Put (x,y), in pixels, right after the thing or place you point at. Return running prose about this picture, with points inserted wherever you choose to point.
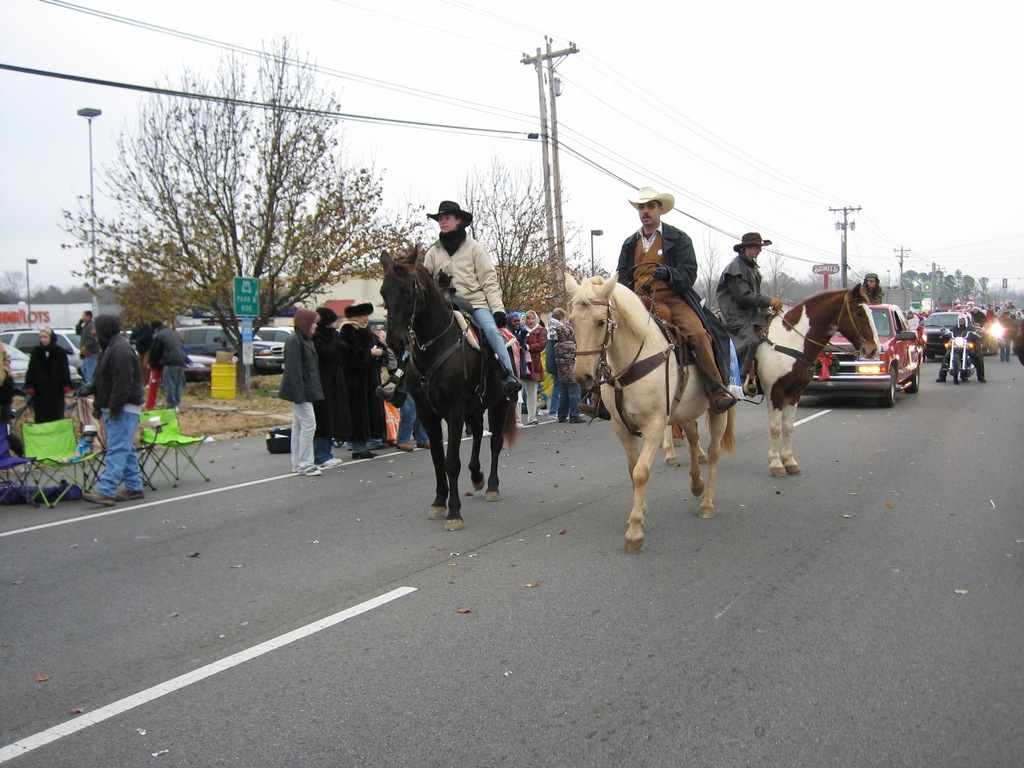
In this image, I can see three persons (486,327) sitting on the horses (703,393) and vehicles (886,383) on the road (615,491). There are groups of people (290,354) standing, chairs (39,435), street lights (89,122), current poles (555,175) with wires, trees (360,225), buildings (21,318), boards (238,303) and cars (196,339), which are parked. In the background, there is the sky (679,116).
